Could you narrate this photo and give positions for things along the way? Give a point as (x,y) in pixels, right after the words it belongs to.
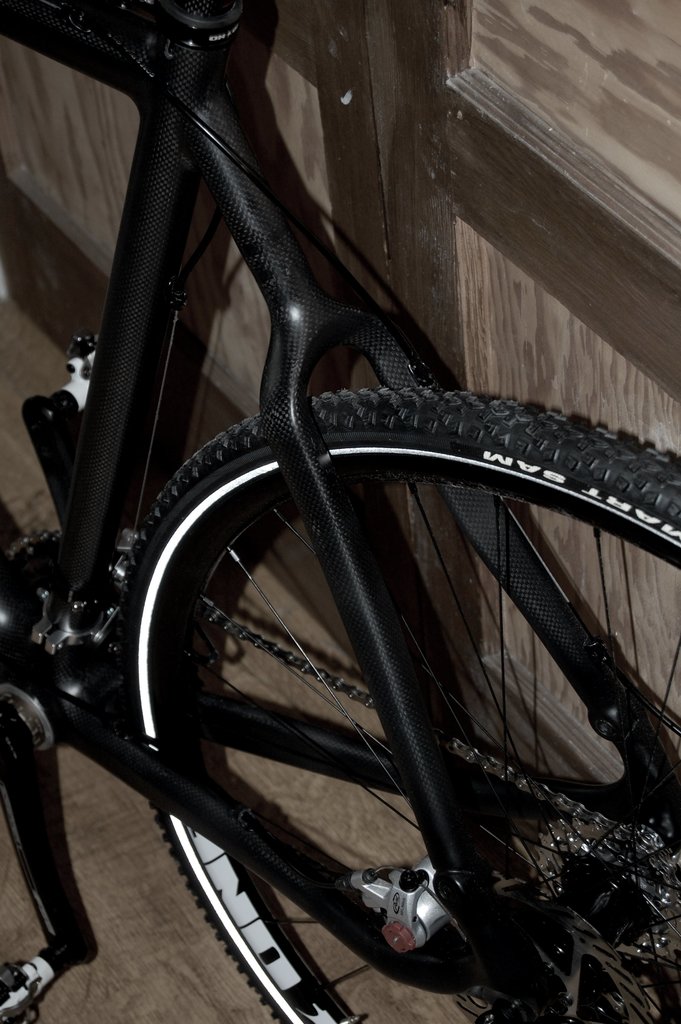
in this image I can see a bicycle (123,282) which is placed on a wooden surface (121,893). On the right side (521,118) there is a wooden board (477,121).
